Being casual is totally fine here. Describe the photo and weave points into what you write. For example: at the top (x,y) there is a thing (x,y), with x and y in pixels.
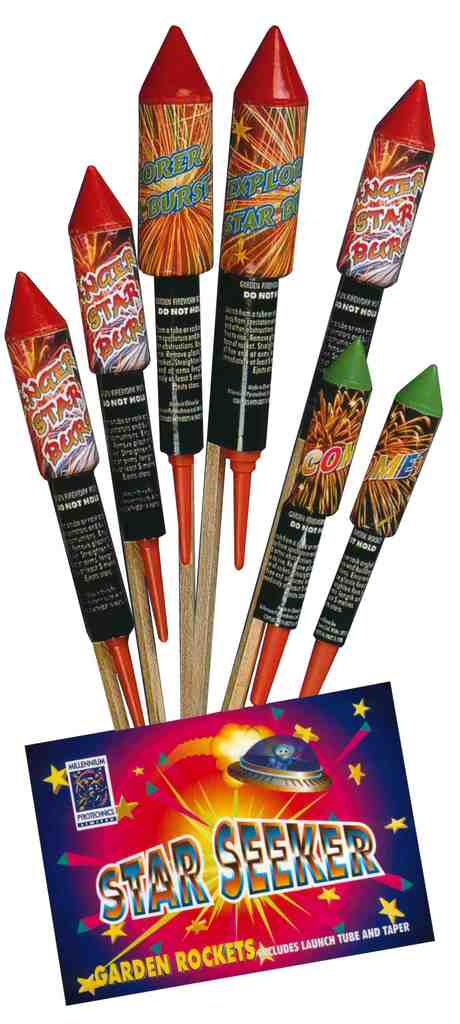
In this image there are crackers (128,491) at the bottom (269,961) there is a sticker (147,745), on that there is some text (182,873).
